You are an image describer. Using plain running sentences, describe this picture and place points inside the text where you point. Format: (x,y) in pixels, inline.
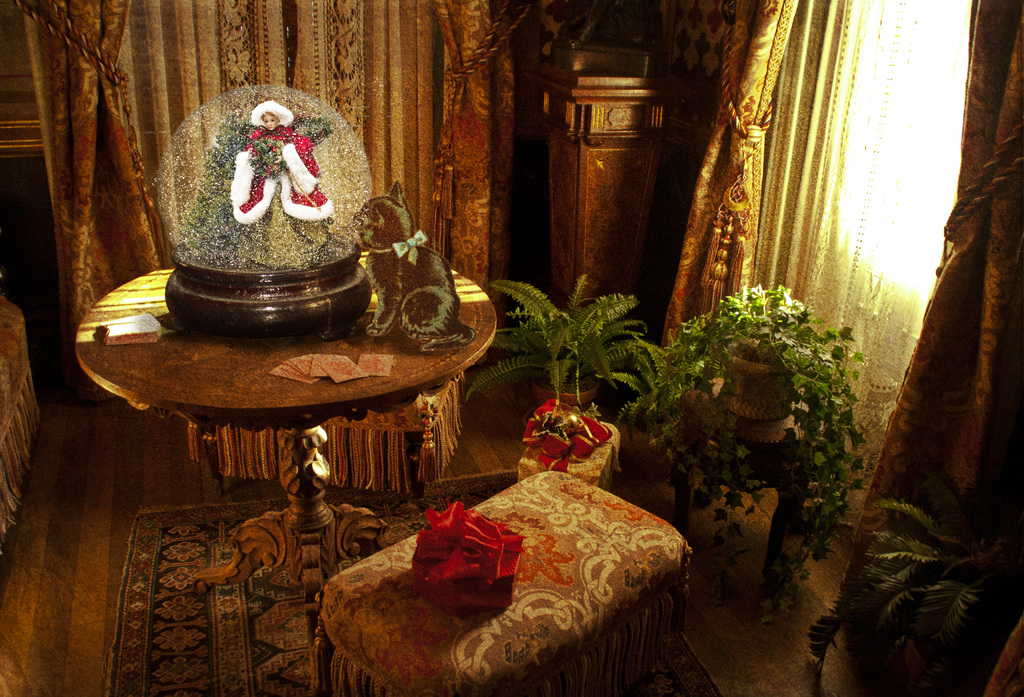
In this room (265,227) on a table (286,395) there are few cards (332,366), statues (260,143) and few other things (339,189) are there. This is a chair (549,582), on it there is a gift (478,575). These are plants (635,404). these are curtains (275,43). On the floor (76,413) there is carpet (192,643). This is a statue (425,318) of a cat (427,321).
